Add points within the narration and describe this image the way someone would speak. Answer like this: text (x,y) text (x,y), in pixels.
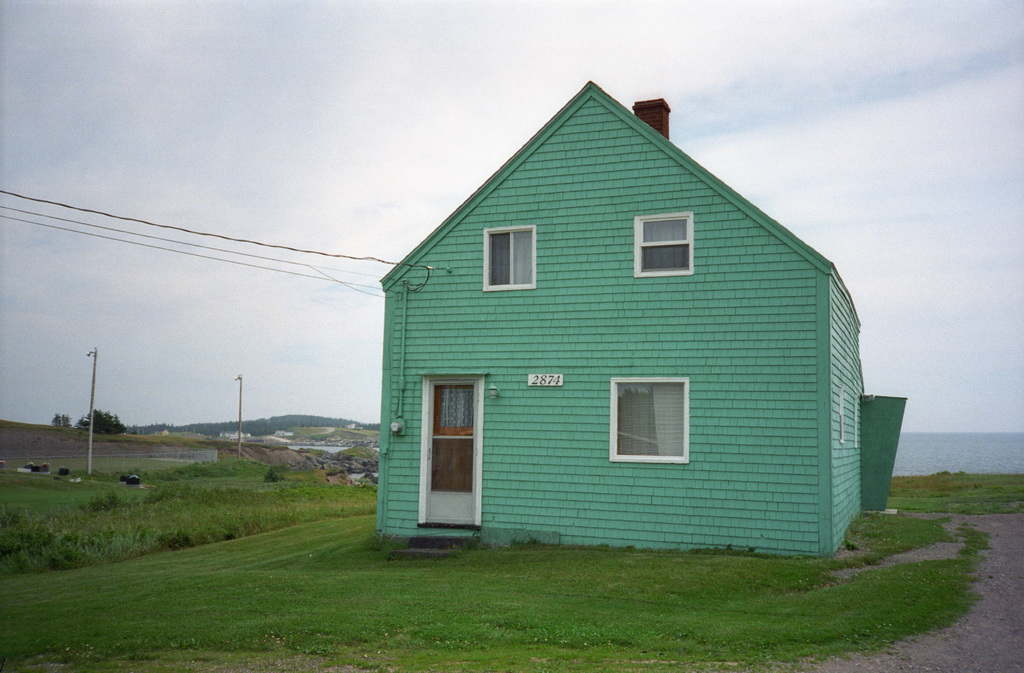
In this image, we can see a shelter house (684,302) which is colored green. There are poles (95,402) on the left side of the image (240,439). In the background of the image (340,133), there is a sky (384,120).
